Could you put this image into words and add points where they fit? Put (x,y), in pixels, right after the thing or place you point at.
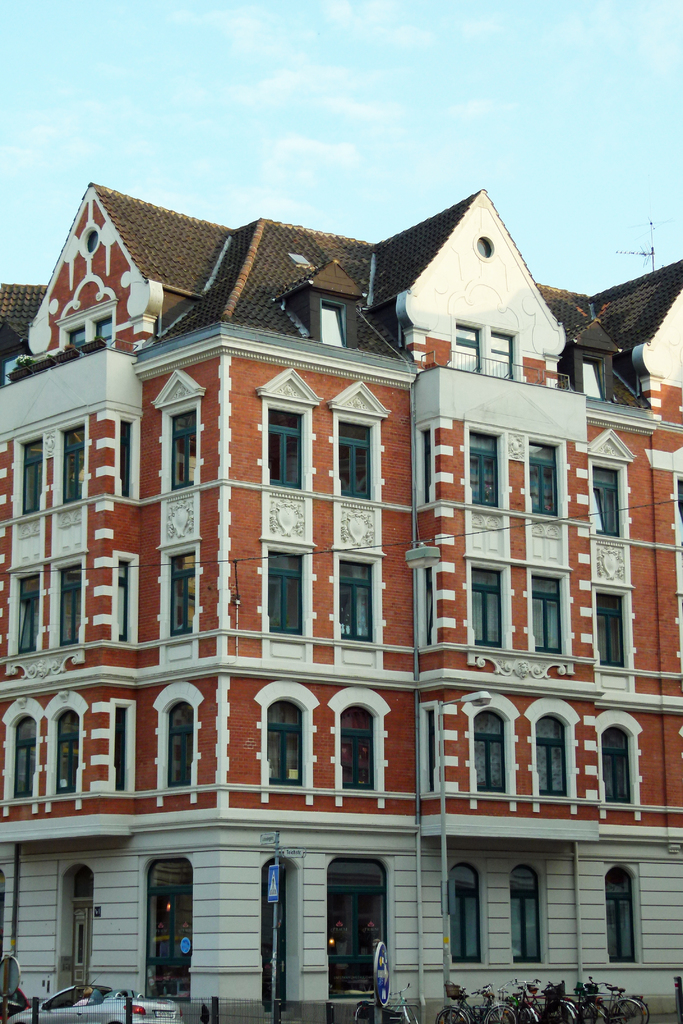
In this image I can see the building (208,735) with windows (184,911). In-front of the building (248,852) I can see the vehicle (94,1010), bicycles (465,1014), boards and the poles (380,1020). In the background (383,169) I can see the clouds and the sky (257,71).
